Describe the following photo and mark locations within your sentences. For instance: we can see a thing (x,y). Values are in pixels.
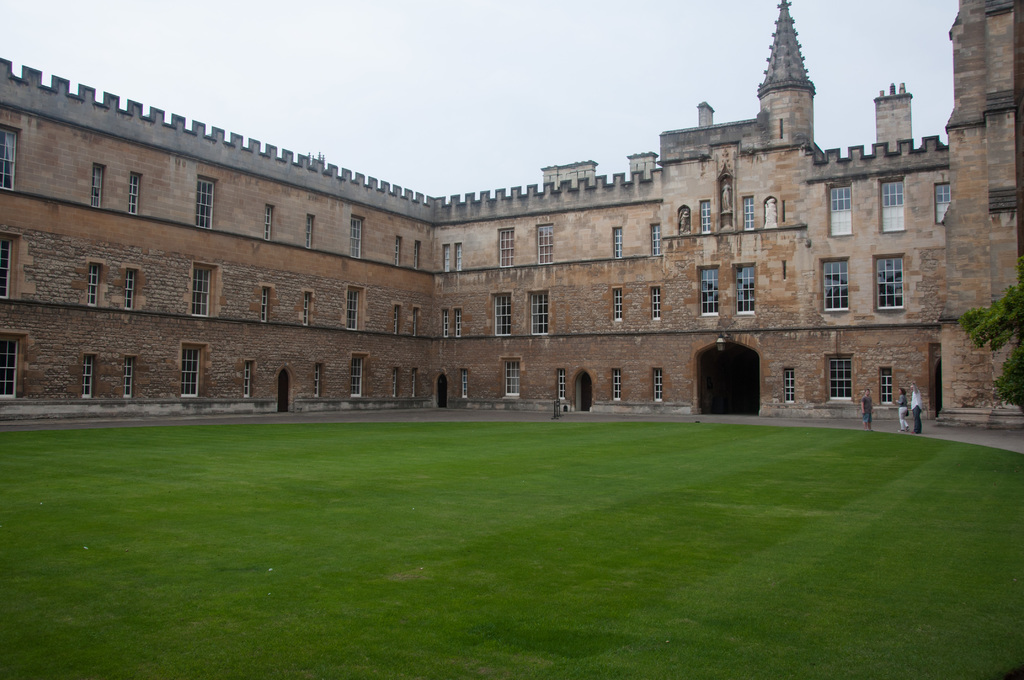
In the image there is a castle (502,272) in the back (908,291) with many windows (840,292) all over it with grassland (596,476) in front of it and above its sky (407,69).
